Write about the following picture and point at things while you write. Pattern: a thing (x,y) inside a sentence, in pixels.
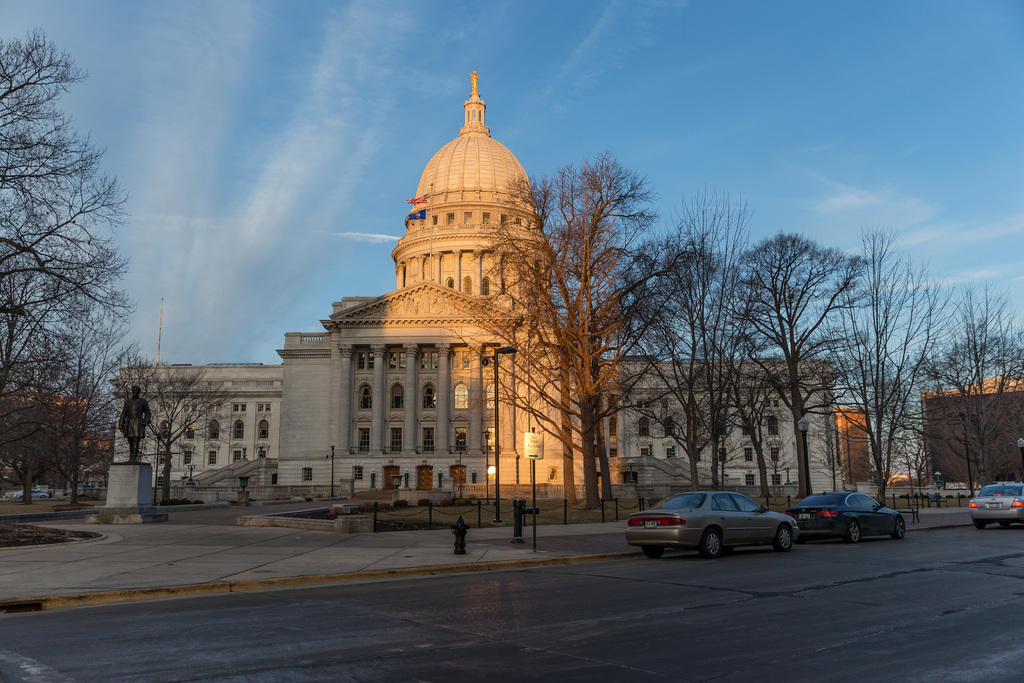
In the picture I can see the cars (689,521) on the road (672,595), I can see fire hydrant (461,538), boards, poles (495,500), a statue (141,471), dry trees (23,461), steps (221,474), light poles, stone building (405,396) and the blue color sky (161,161) with clouds (201,298) in the background (801,230).
